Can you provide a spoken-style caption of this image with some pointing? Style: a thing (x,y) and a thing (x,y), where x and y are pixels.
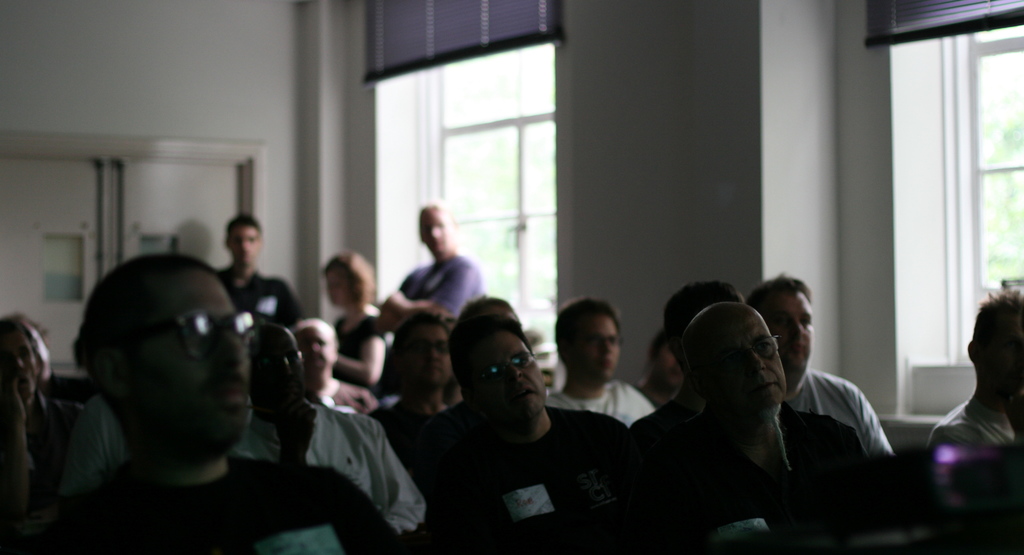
In the picture I can see people (341,425) among them some are standing and some are sitting. In the background (259,166) I can see wall (240,107), windows (485,205) and doors (164,233). The background of the image is blurred.
